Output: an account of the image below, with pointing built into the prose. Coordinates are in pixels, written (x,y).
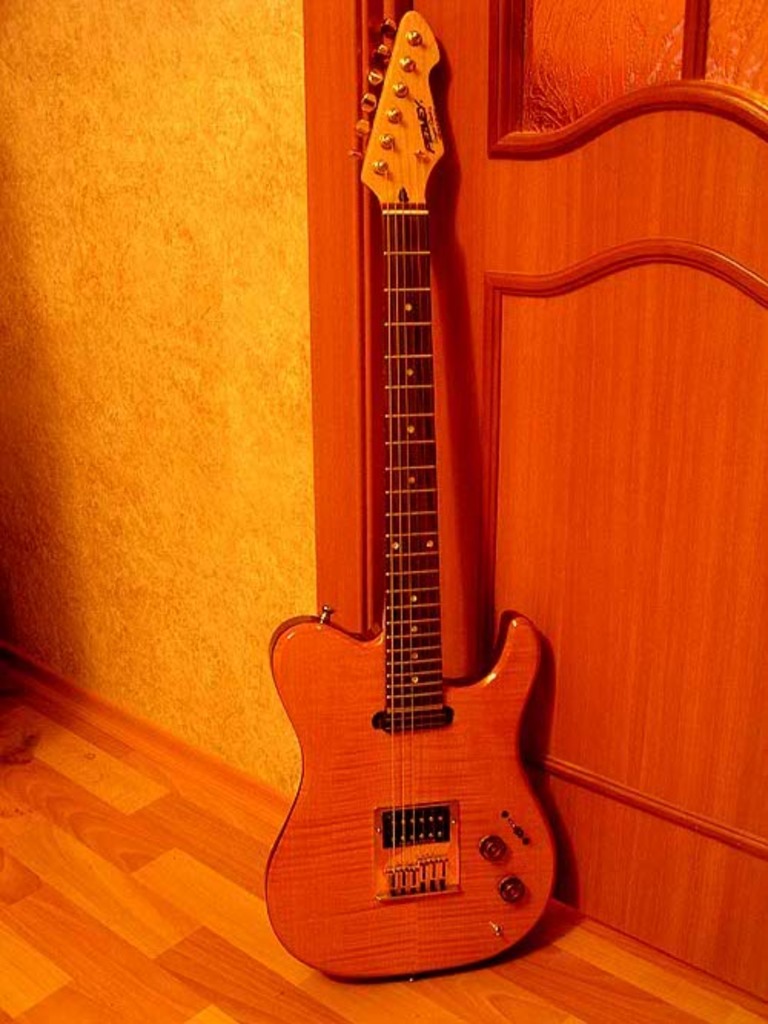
In this picture there is a brown color guitar (402,705) placed on the wooden flooring (234,1018). Behind there is a wooden door (720,591).
